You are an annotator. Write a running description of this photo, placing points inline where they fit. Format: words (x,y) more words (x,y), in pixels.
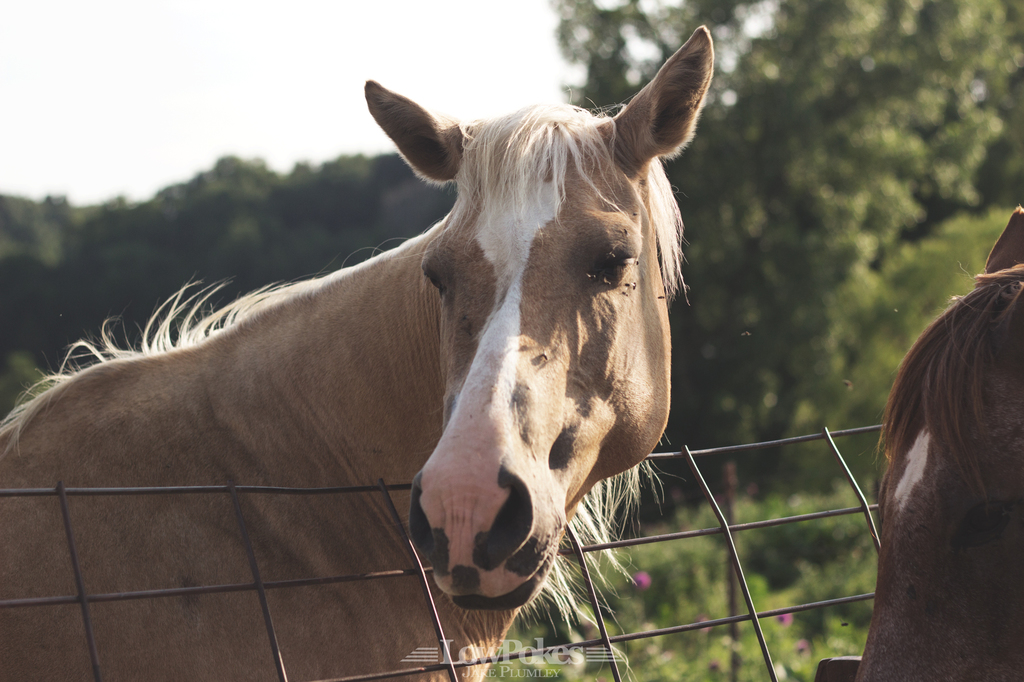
In this image I can see a horse (551,168) after a grill (845,603). I can see the other horse's face (1023,206) in the right bottom corner (892,466). I can see some text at the bottom of the image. The background (876,198) is blurred.
